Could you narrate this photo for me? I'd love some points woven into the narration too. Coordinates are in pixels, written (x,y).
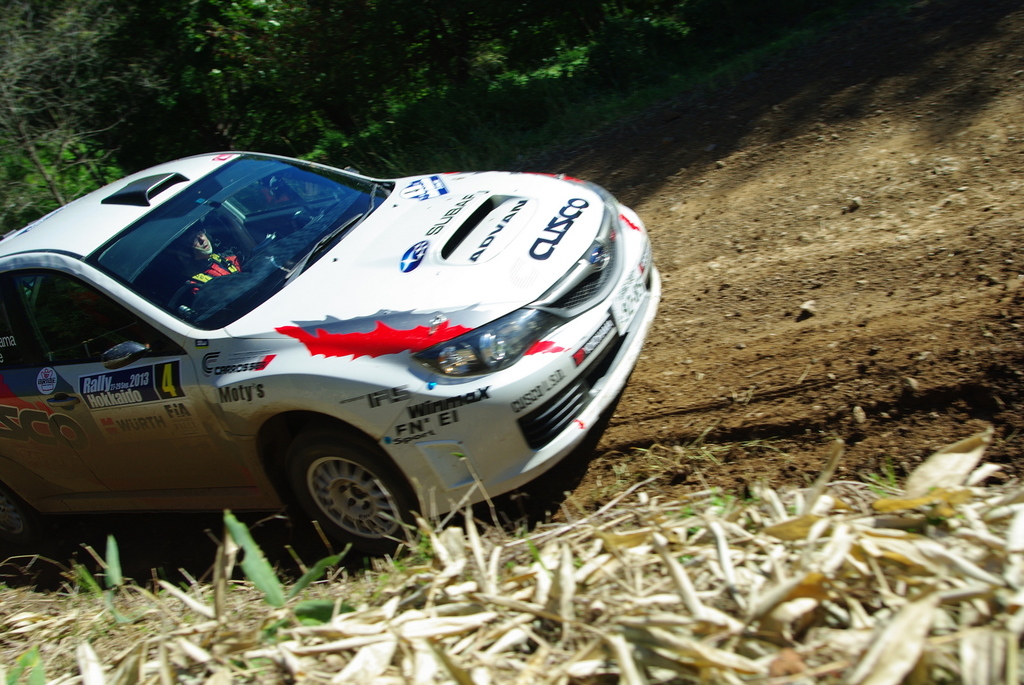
In this picture we can see the trees (747,7), plants (584,629), leaves (584,629). We can see a person (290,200) inside a car (255,260). On the right side of the picture (805,249) we can see the ground (815,368).
